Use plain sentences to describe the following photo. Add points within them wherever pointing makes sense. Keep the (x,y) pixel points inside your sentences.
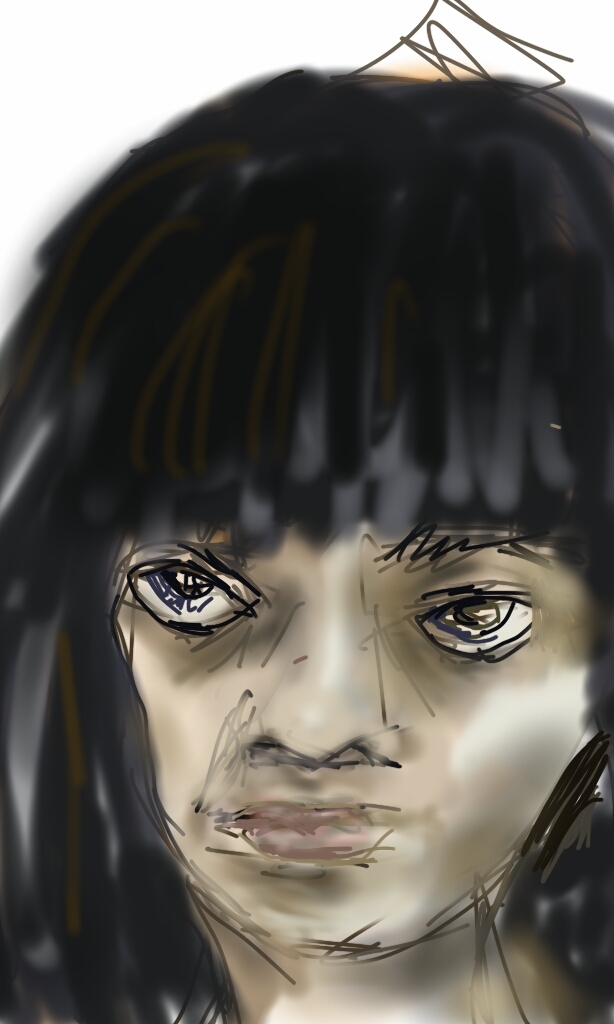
This picture is consists of a sketch (223,497) in the image.
